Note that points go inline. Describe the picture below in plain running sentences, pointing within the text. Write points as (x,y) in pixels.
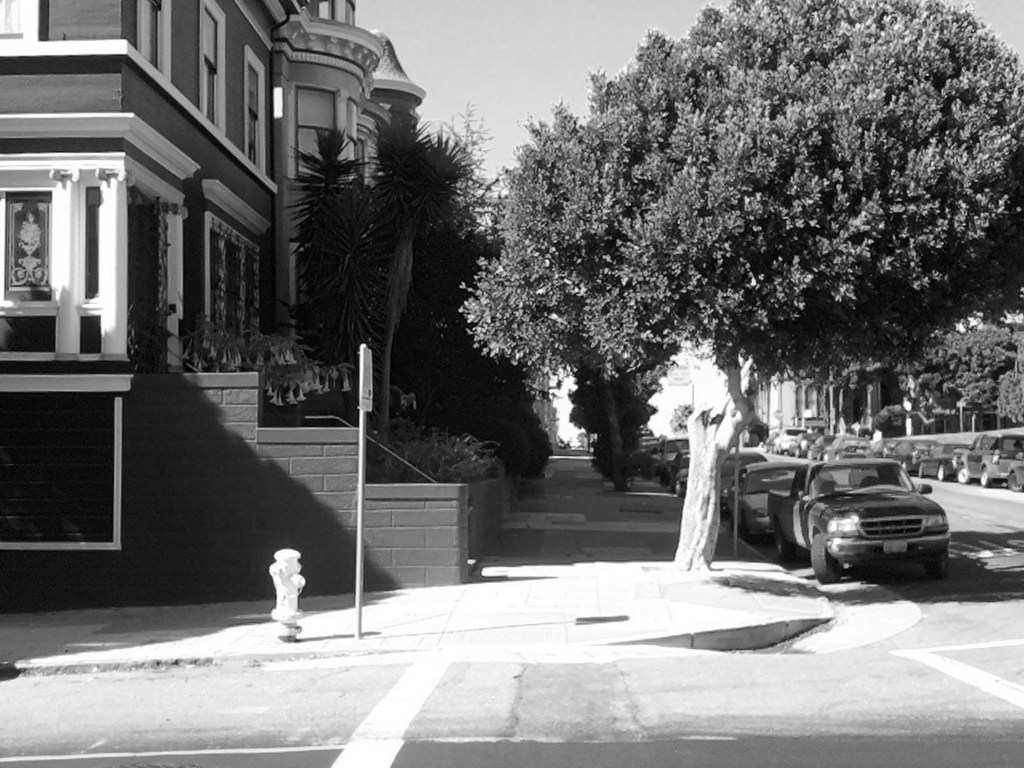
This picture shows a buildings (286,42) and we see trees (444,238) and cars (802,517) parked on the roads (981,546).
